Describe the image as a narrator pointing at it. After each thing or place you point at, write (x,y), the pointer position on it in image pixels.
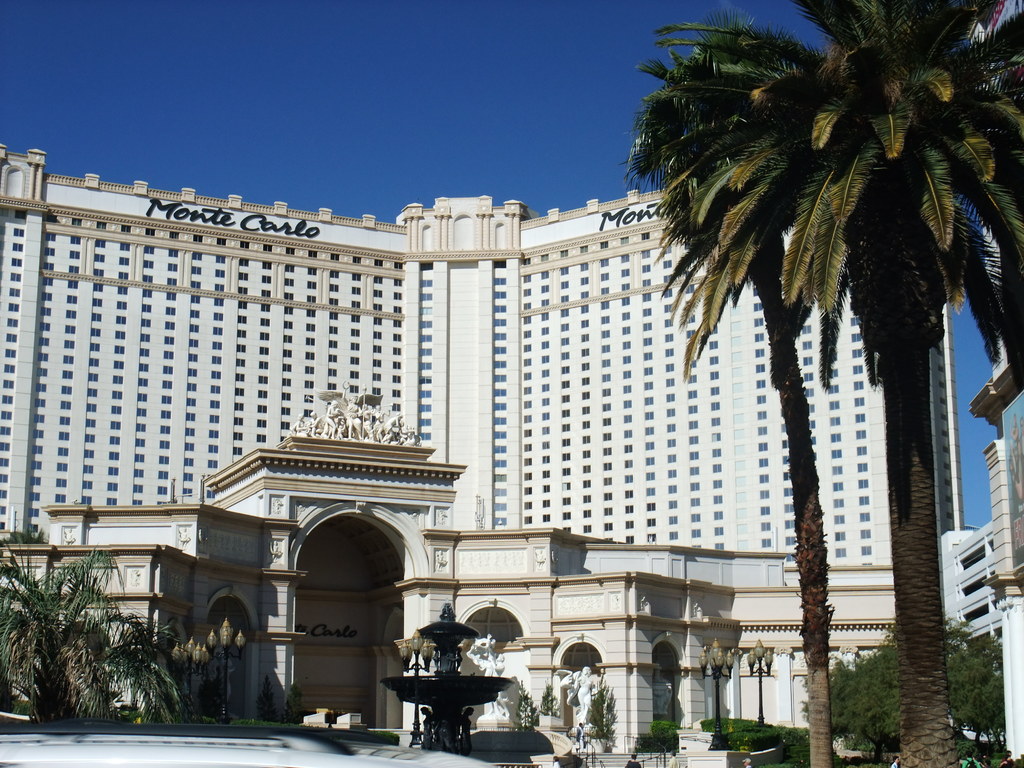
In this image we can see a building (429,439) with names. Also there are sculptures (310,421) and statues (573,673). In front of the building (230,604) there are light poles (761,694). Also there is a fountain (409,678). Also there are trees (992,666). In the background (305,133) there is sky (260,137).
